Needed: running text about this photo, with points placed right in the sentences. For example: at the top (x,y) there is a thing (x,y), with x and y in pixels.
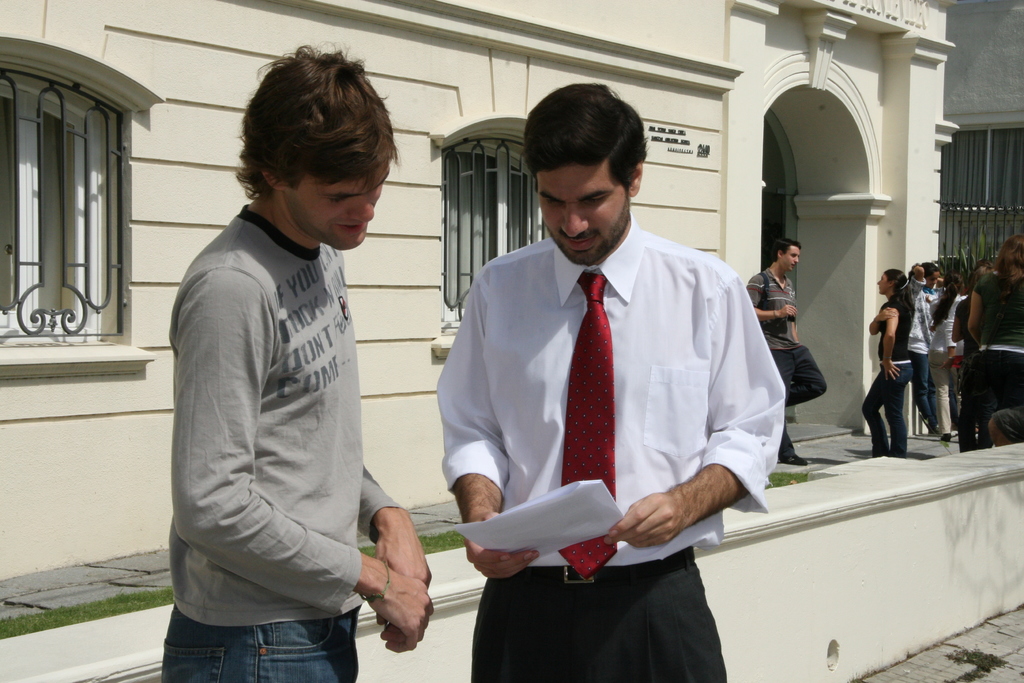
In the middle of the image (577,391) we can see two men (365,168) standing on the floor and engaging with themselves. In the background (225,51) we can see building (225,57), windows (974,186), grill (455,144), grass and a crowd (893,345).
